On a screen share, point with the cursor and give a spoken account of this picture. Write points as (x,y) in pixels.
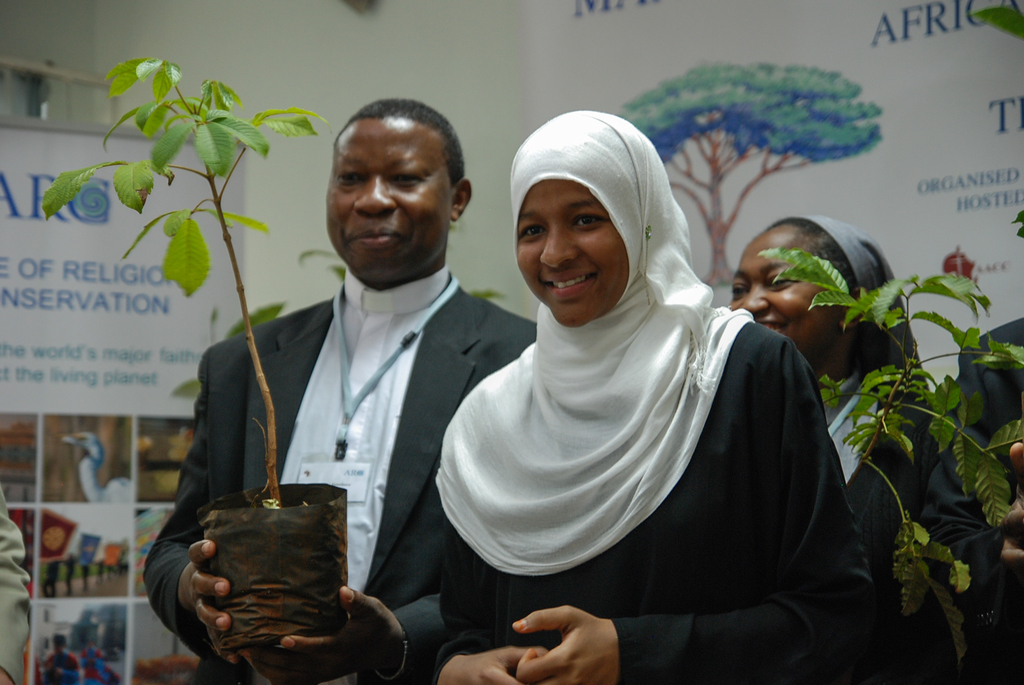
There are people (351,344) standing in the foreground area of the image (424,381), few of them holding plant pots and there are posters (136,370) in the background (133,351).
